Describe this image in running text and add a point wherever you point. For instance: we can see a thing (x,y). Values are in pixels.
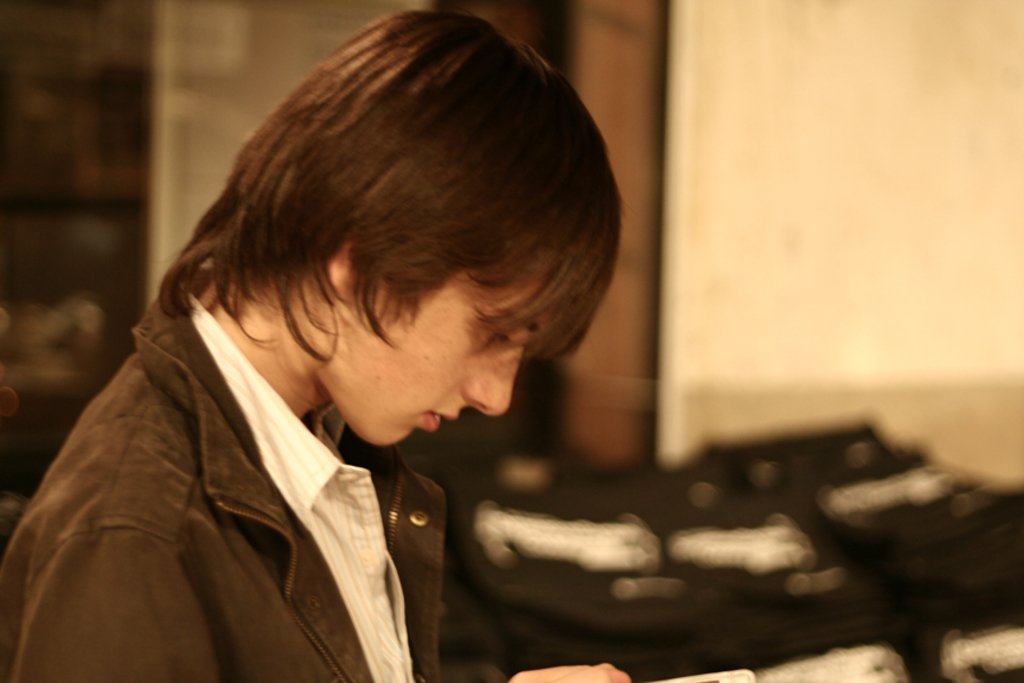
In this picture we can see a man (184,404) and in the background (860,47) we can see the wall (853,260), some objects (86,183) and it is blurry.
